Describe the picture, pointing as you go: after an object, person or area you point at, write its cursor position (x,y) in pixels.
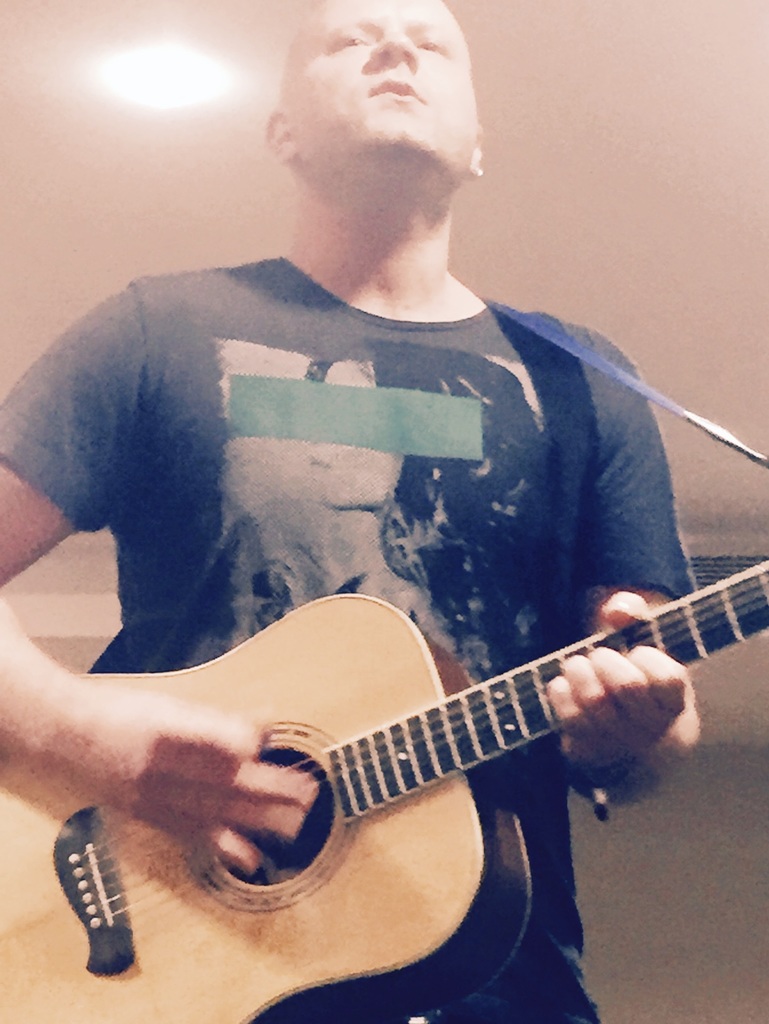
In this image I can see a man (346,497) wearing black color t-shirt (467,418), standing and playing the guitar (408,762). In the background (616,242) I can see a wall (713,707). On the top of the image (166,82) there is a light (159,77).
